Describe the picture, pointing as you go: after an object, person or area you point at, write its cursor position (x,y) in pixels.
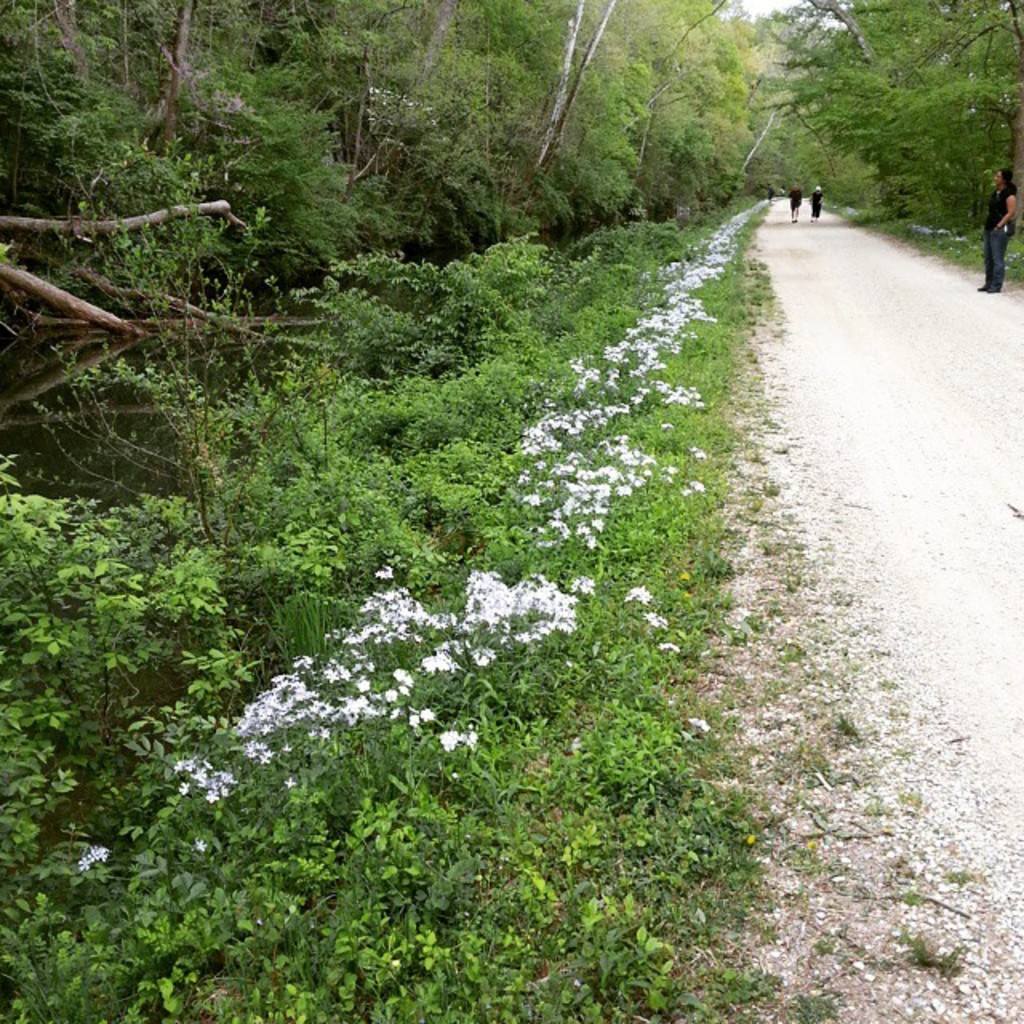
This is an outside view. On the right side (1004,200) there is a person (1004,219) standing on the road (886,307) and two persons (814,201) are walking. Beside the road (857,311) there are many flower plants (575,499) and trees (396,136).
